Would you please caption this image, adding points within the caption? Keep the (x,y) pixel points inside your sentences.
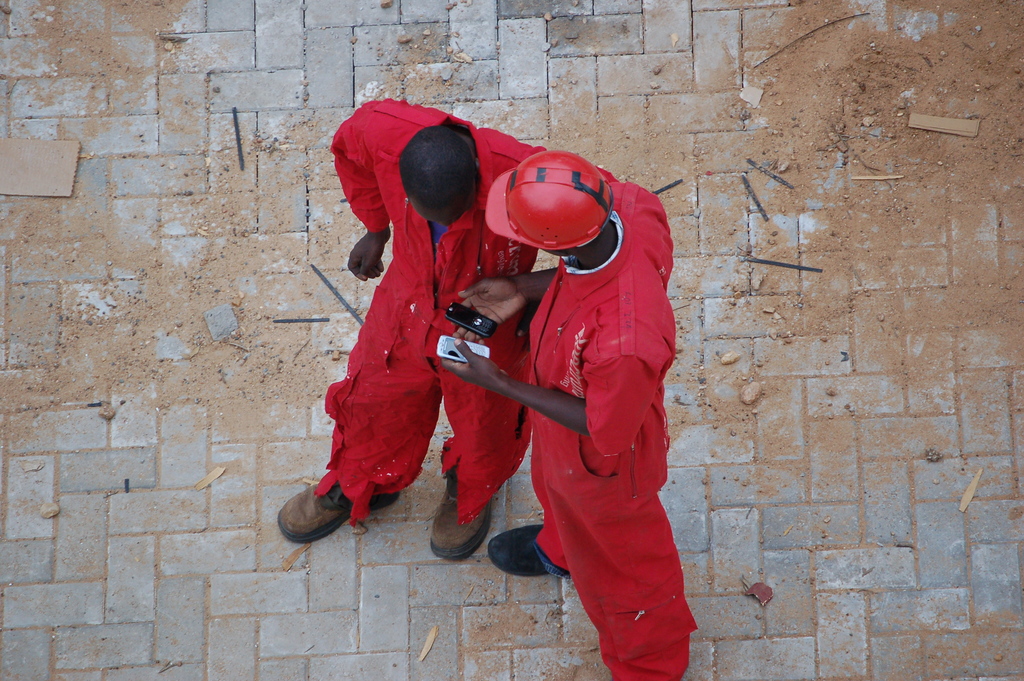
There are two people (429,237) standing on the surface (319,55) and this man (630,248) holding mobiles (452,312) and wore helmet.
